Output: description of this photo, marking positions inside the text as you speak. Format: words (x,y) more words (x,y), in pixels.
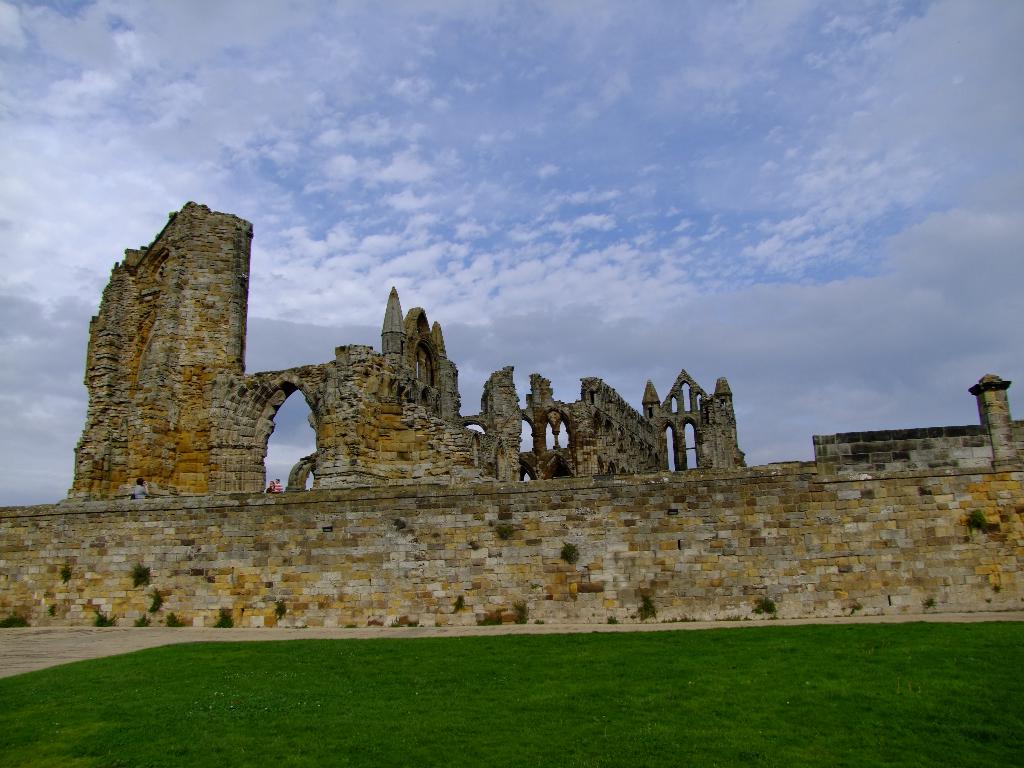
In this image I can see a fort (260,380). On the left side (146,486), I can see two persons (137,488) are sitting on the wall (248,534). At the bottom of the image (334,706) I can see the grass (451,715) in green color. On the top of the image (604,207) I can see the sky (419,169) and clouds (113,160).
